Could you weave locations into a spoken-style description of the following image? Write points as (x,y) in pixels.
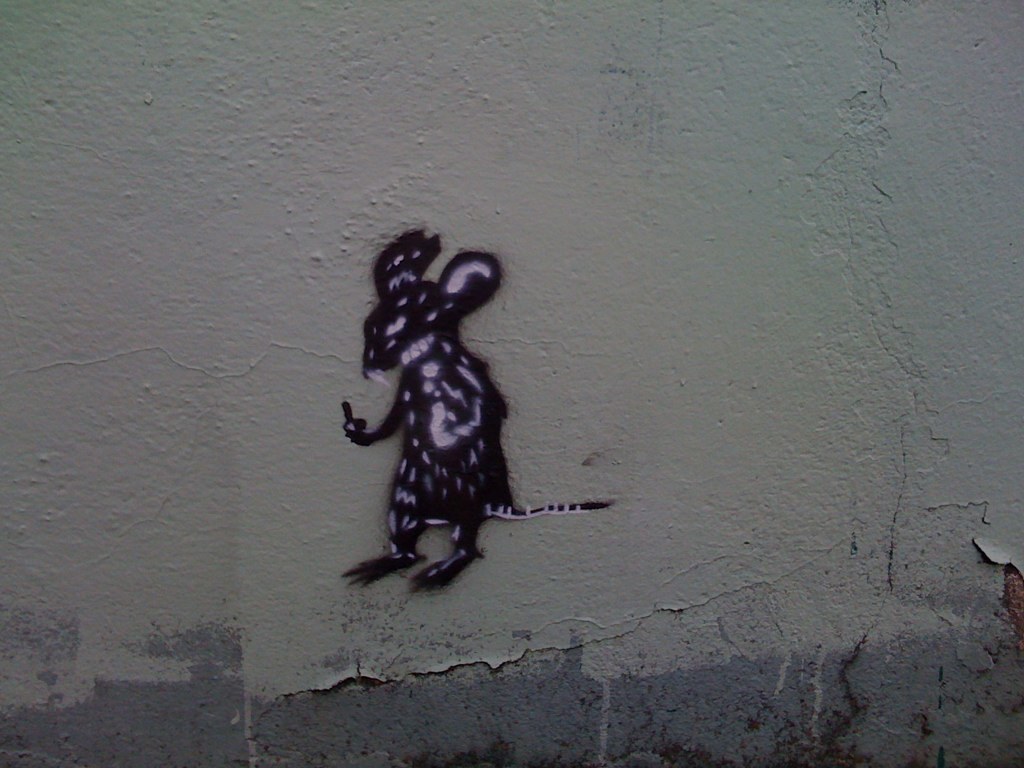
In this image there is a rat graffiti (407,439) on the wall (606,180).
